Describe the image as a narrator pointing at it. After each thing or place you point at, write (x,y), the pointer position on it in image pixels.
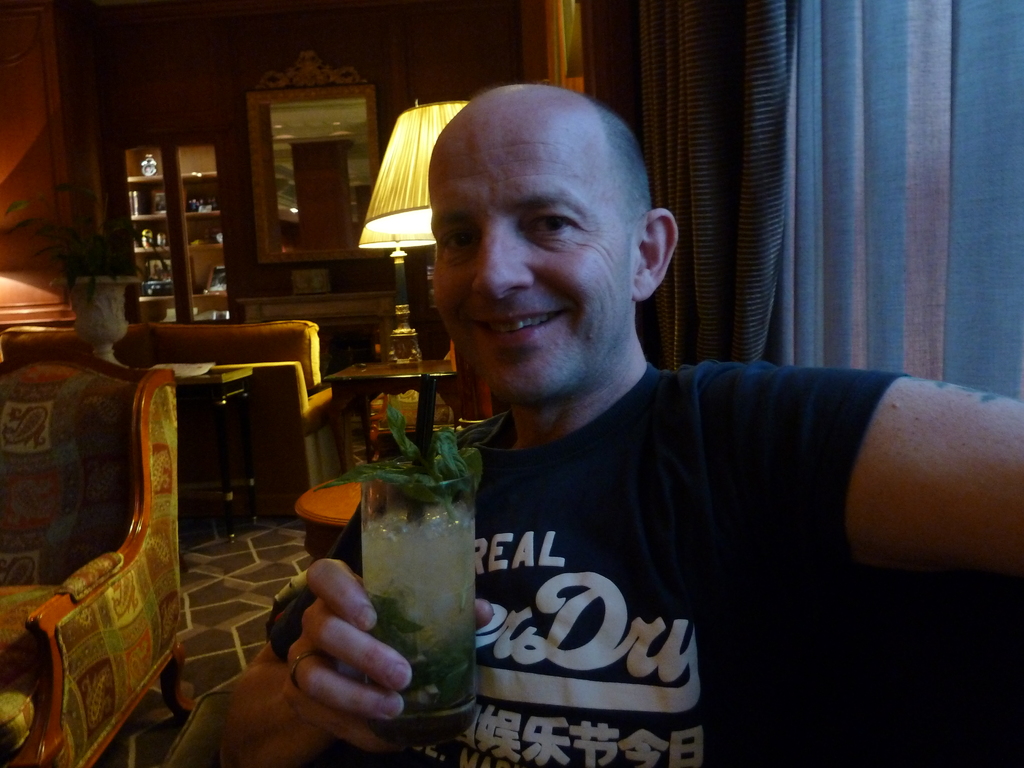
This image consist of a man (614,143) wearing a blue t-shirt (671,664) and holding a glass (371,574) in his hand (312,630). To the right (907,305), there is a window (917,144) and curtain (770,245). In the background (377,106), there are cupboards (142,177), furniture (187,357), sofas (258,427), and mirror (331,163).
